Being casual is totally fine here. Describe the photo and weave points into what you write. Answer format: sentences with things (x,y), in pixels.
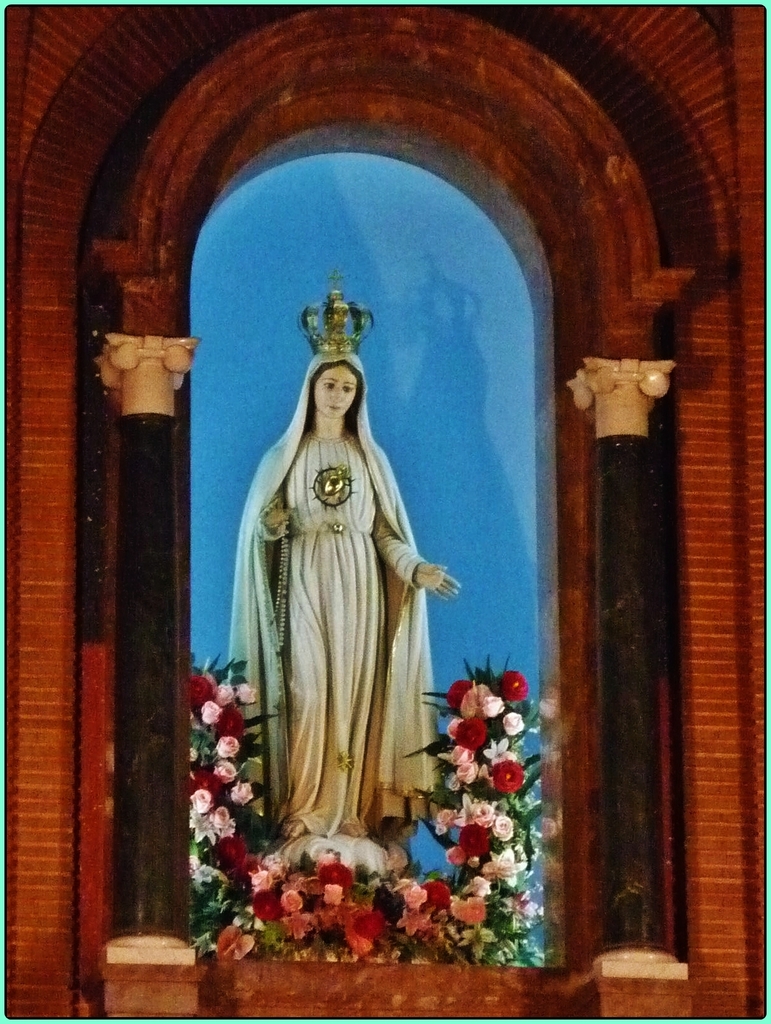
In this picture I can see at the bottom (502,895) there are flowers (429,892), in the middle (283,435) there is a statue (434,568).
